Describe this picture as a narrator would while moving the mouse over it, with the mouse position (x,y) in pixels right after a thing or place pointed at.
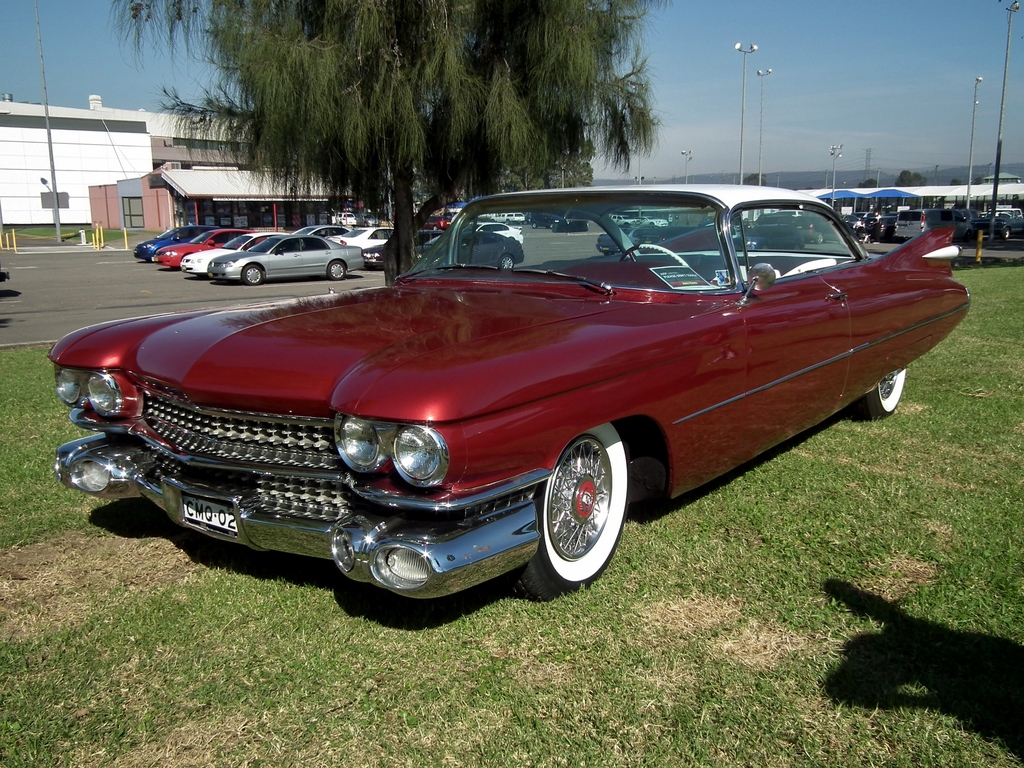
In the middle of this image (535,346), there is a red color vehicle (805,363) parked on a ground (131,568), on which there is grass (719,573). In the background (1006,170), there are trees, buildings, poles (102,236), mountains (888,171) and there is sky (159,31).
